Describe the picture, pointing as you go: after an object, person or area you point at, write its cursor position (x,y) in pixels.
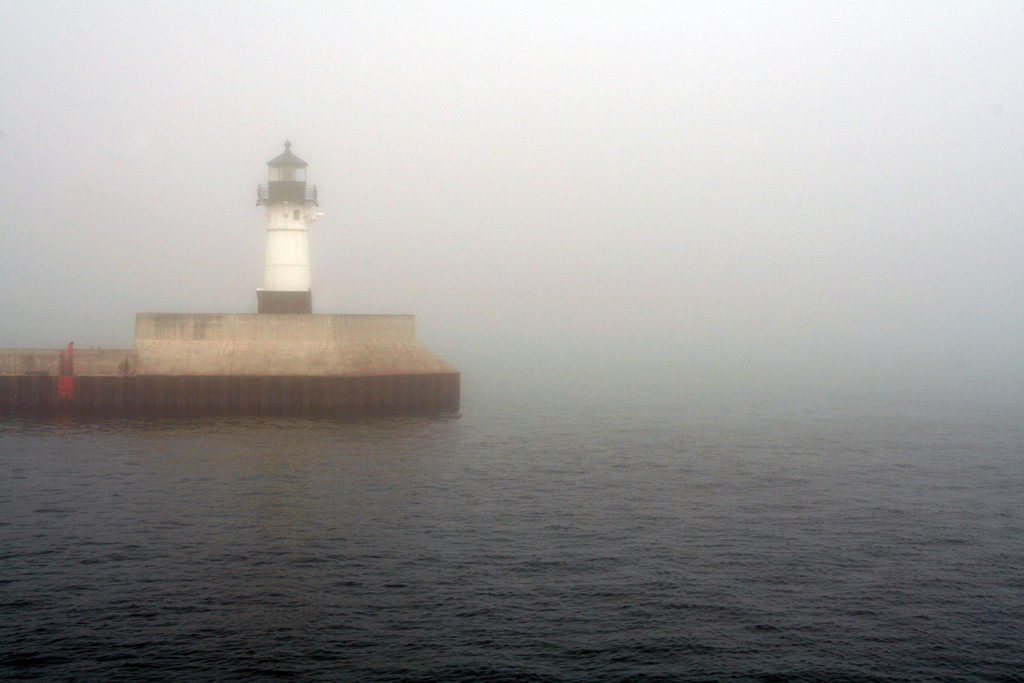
In this picture we can see a tower (309,299) in the water (561,496).
